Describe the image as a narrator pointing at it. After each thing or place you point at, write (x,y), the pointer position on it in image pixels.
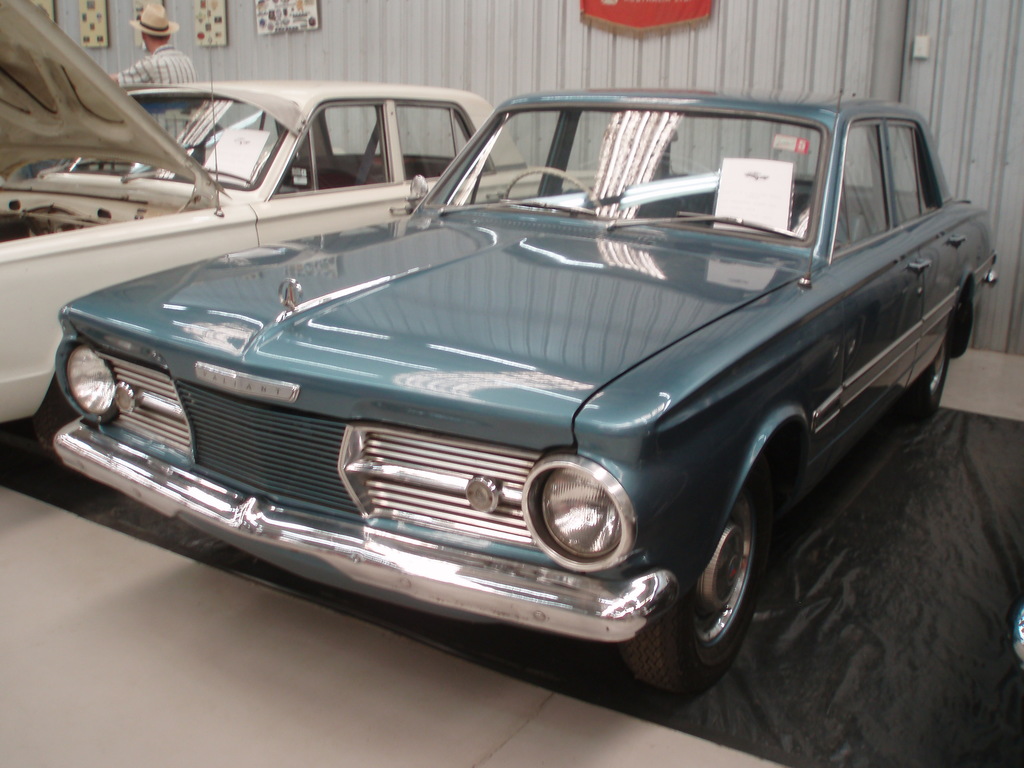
In this image in front (12,268) there are two cars (531,405) on the mat (817,624). Beside the car (164,151) there is a person (145,79). In the background of the image (615,55) there are photo frames (283,27) on the wall (576,40). At the bottom of the image (244,688) there is a floor (190,662).
